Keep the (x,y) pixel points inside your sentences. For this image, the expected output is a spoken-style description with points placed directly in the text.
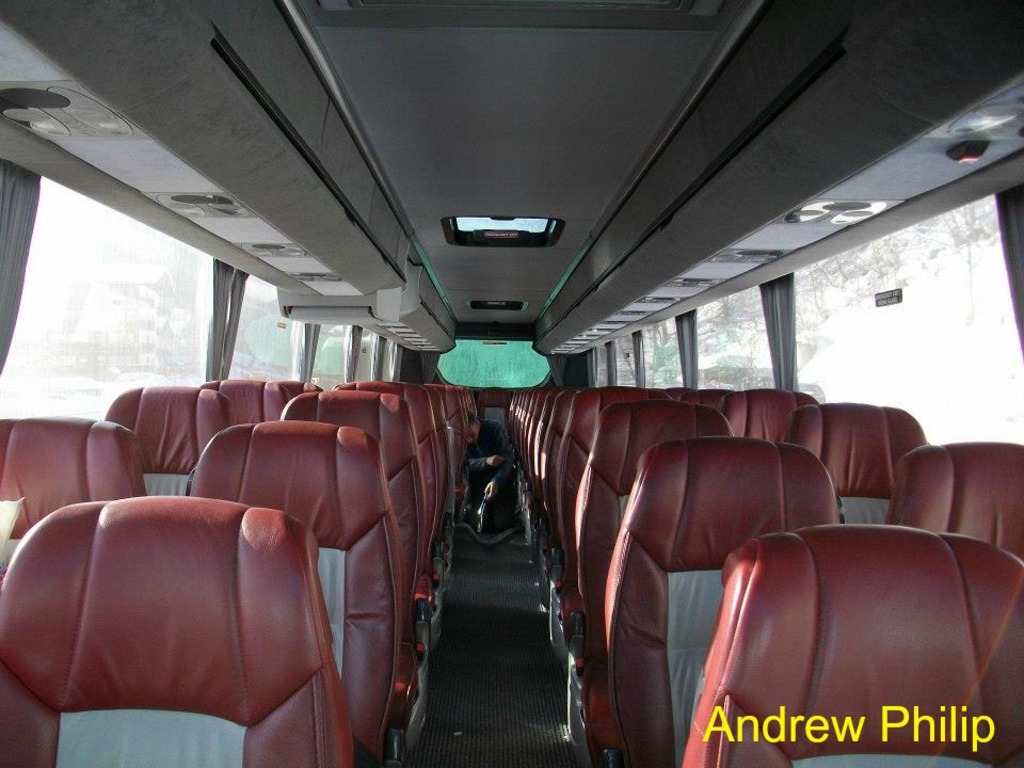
This picture describes about inside view of a bus (424,291), in this we can find few seats (415,628), in the background (866,258) we can see few trees (815,315), at the right bottom of the image (795,732) we can find some text (800,719).
